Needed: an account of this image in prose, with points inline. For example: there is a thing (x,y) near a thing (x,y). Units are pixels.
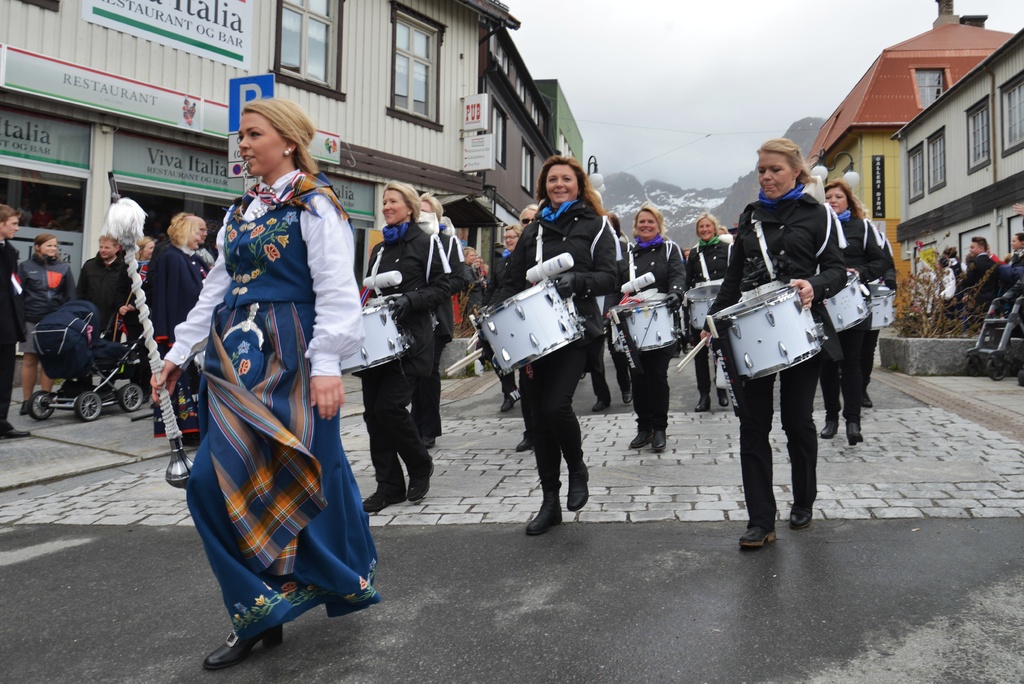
In this image there are group of persons (229,292) walking in the center (436,289) and standing on the left side (86,272). The woman (290,283) in the center (349,270) is walking and holding a stick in her hand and there are persons (419,285) walking and holding a musical drum (759,334). In the background (696,188) there are mountains (636,177) and there are buildings (892,142). On the left side (240,118) there are some sign boards (34,145) and there are banners (81,148) with some text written on it and the sky (784,64) is cloudy.
